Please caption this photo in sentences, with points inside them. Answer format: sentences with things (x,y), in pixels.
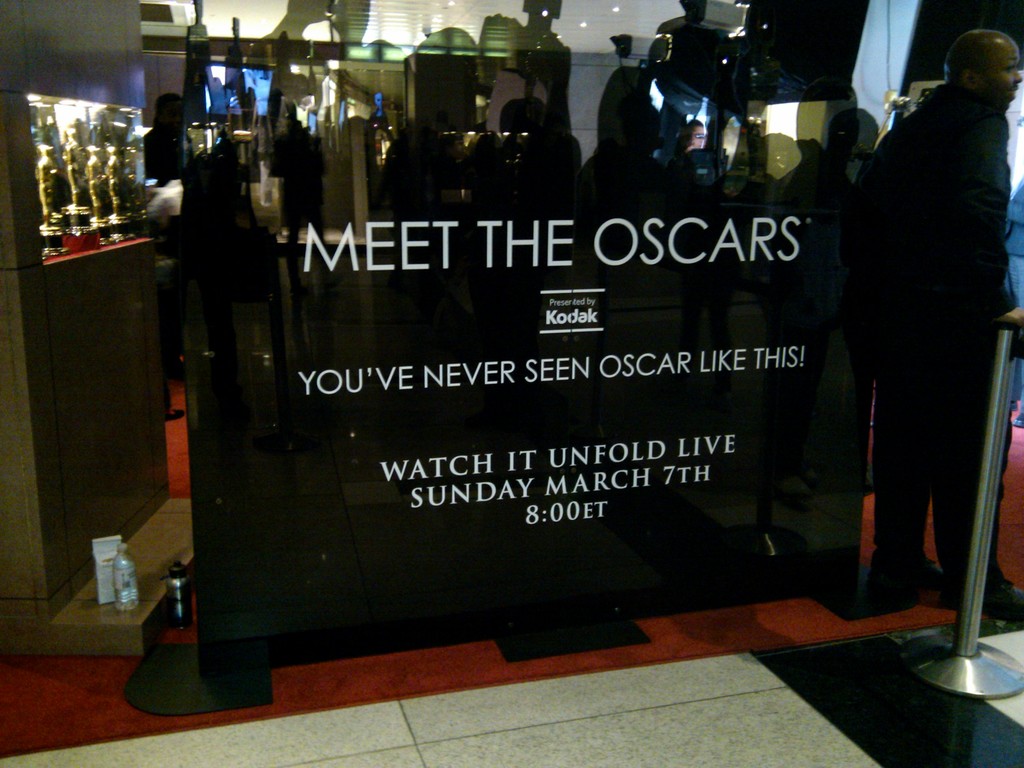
In this picture I can see the banner (612,383) in the foreground (608,417). I can see a number of memento (60,224) on the left side (105,238). I can see a person (919,315) on the right side (922,306). I can see the barrier (992,492).
